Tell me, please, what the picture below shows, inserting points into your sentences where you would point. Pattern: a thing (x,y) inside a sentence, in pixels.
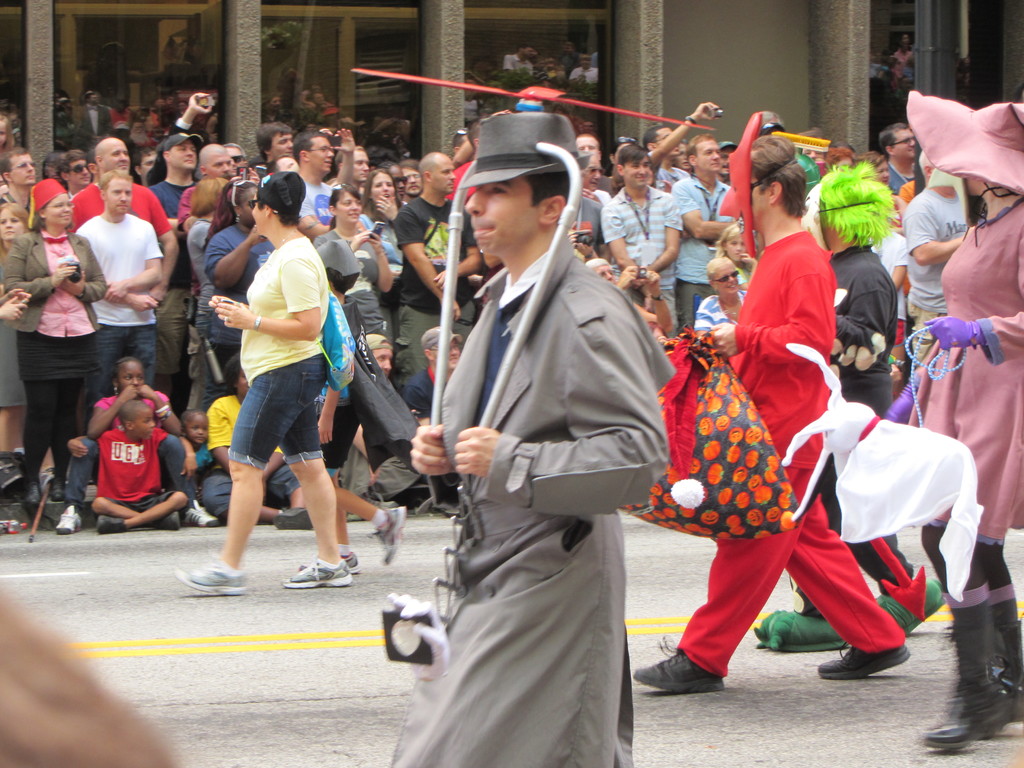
In this image there are few people (802,380) walking on the road (720,765) by wearing different costumes (977,449) and masks (739,201). In the background (120,174) there are spectators (154,184) who are standing on the footpath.
